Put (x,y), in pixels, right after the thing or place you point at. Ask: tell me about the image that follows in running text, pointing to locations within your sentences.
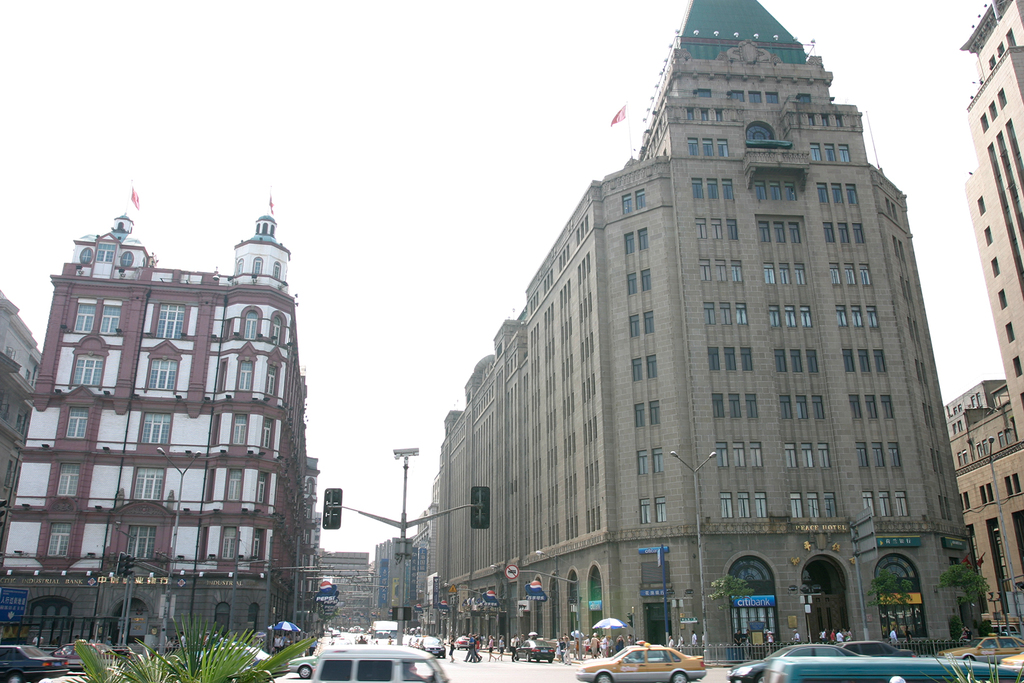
At the bottom of the image (973,652) there is road (517,667) with vehicles (646,646). And also there are leaves (255,675) of a plant (233,666). There are poles (404,540) with sign boards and traffic signals (334,499). In the background (554,630) there are buildings (91,512) with walls (728,477), windows (867,366), arches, pillars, roofs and flags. At the top of the image (493,156) there is sky (515,176).
